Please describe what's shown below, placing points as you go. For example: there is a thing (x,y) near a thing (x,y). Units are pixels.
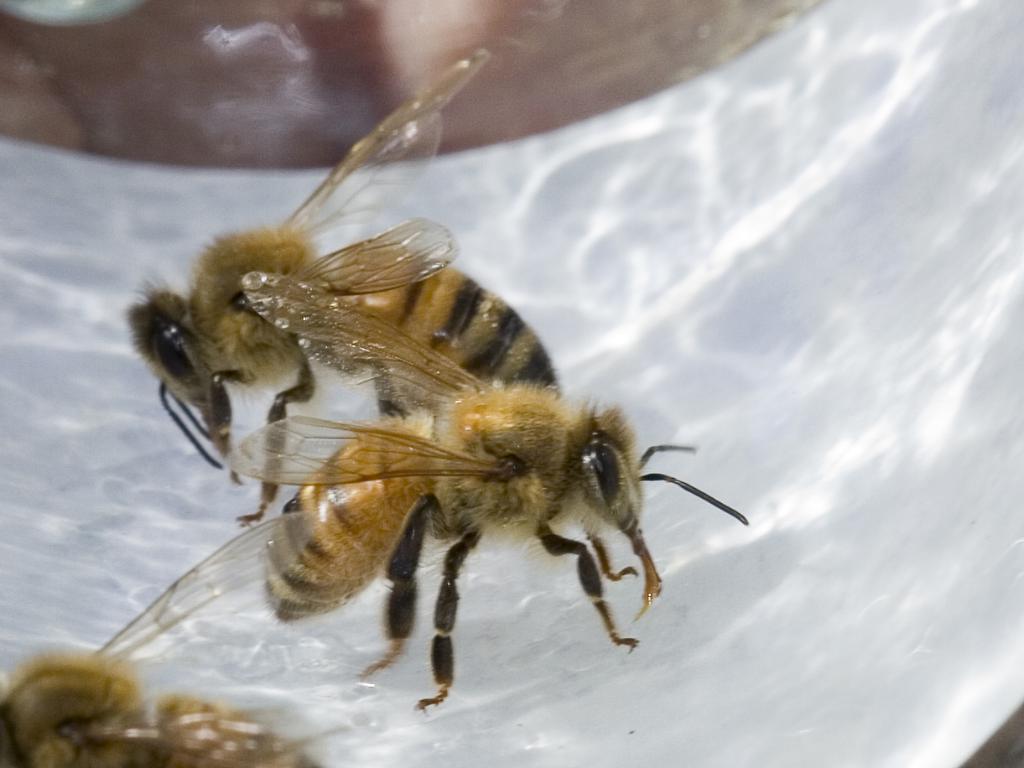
In this image in the center (445,457) there are some bees (345,334), and at bottom (754,588) there is a white substance (803,272).
